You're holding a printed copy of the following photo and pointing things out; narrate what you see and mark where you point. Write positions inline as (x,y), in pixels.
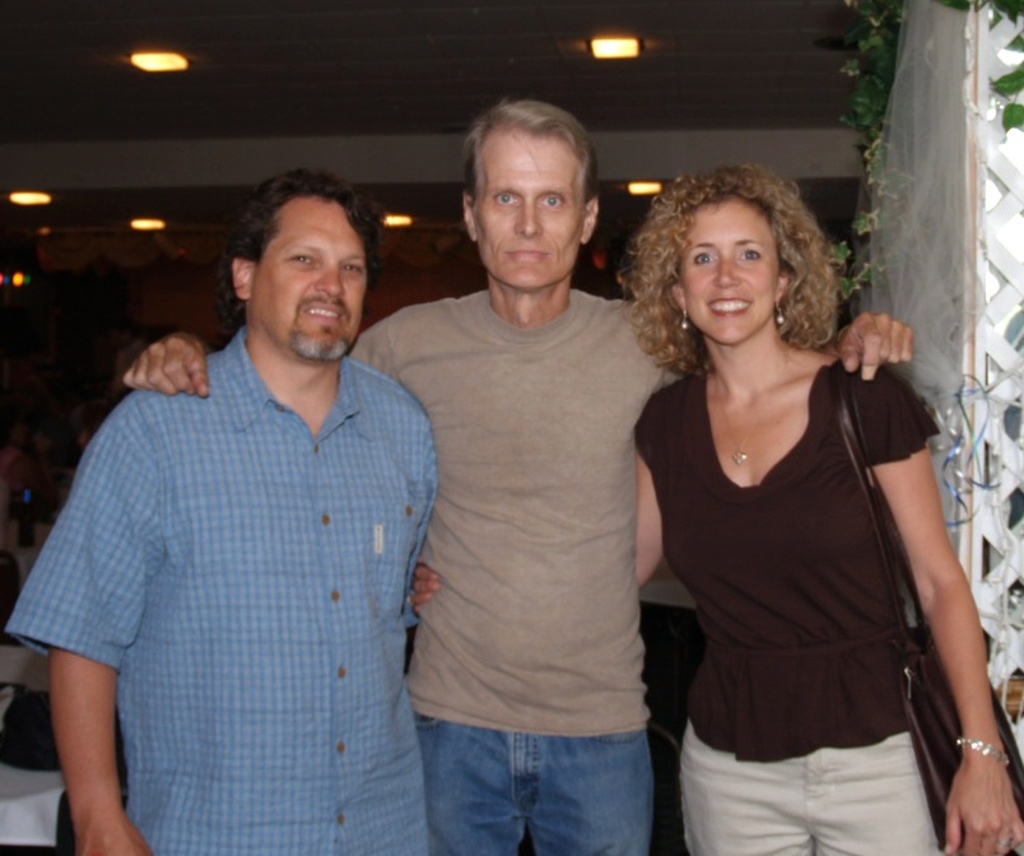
This picture describes about group of people (256,466), few are seated and few are standing, in the background (25,808) we can see few tables (43,808), lights (165,221) and plants (877,188).
